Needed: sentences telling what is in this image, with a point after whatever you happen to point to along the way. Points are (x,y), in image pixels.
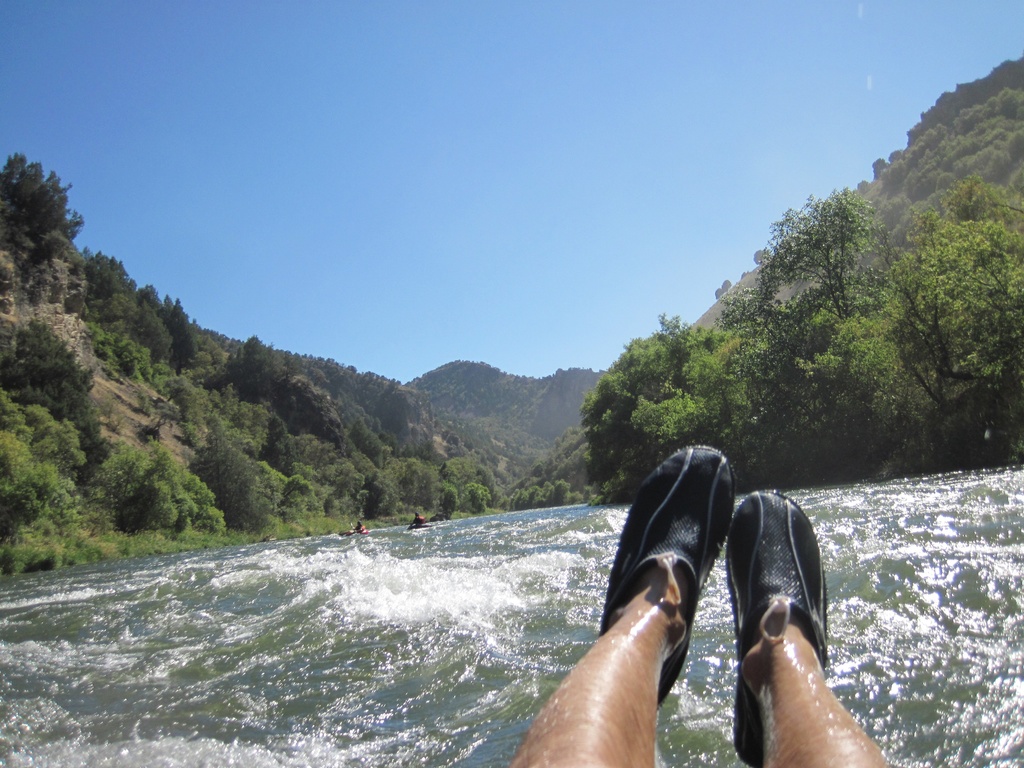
In this image I can see the person legs (656,566) with the shoes (739,519). These shoes (739,519) are in black color. In-front of the person (621,584) I can see the water (425,627). I can also see few people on the water (376,528). In the background (104,477) I can see the mountains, many trees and the sky (333,166).
